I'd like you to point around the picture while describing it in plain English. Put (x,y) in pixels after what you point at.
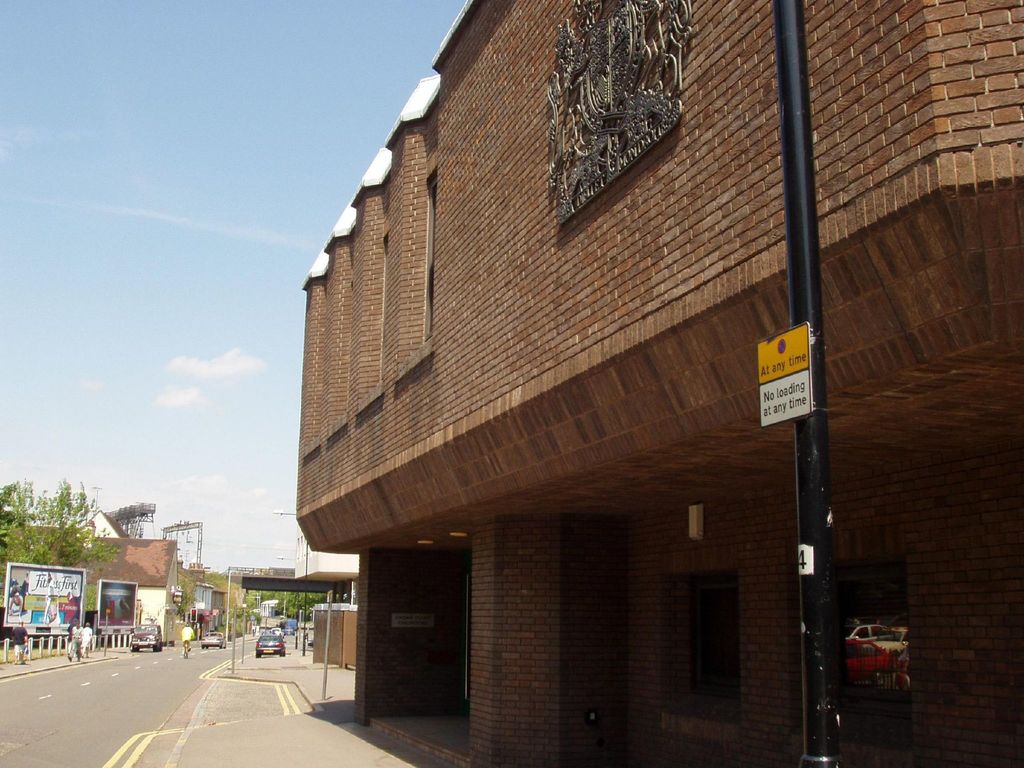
In this picture I can see some vehicles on the road (118,669), side few people (85,643) are walking and also I can see few banners (62,575), trees (20,532) and buildings (566,525).
